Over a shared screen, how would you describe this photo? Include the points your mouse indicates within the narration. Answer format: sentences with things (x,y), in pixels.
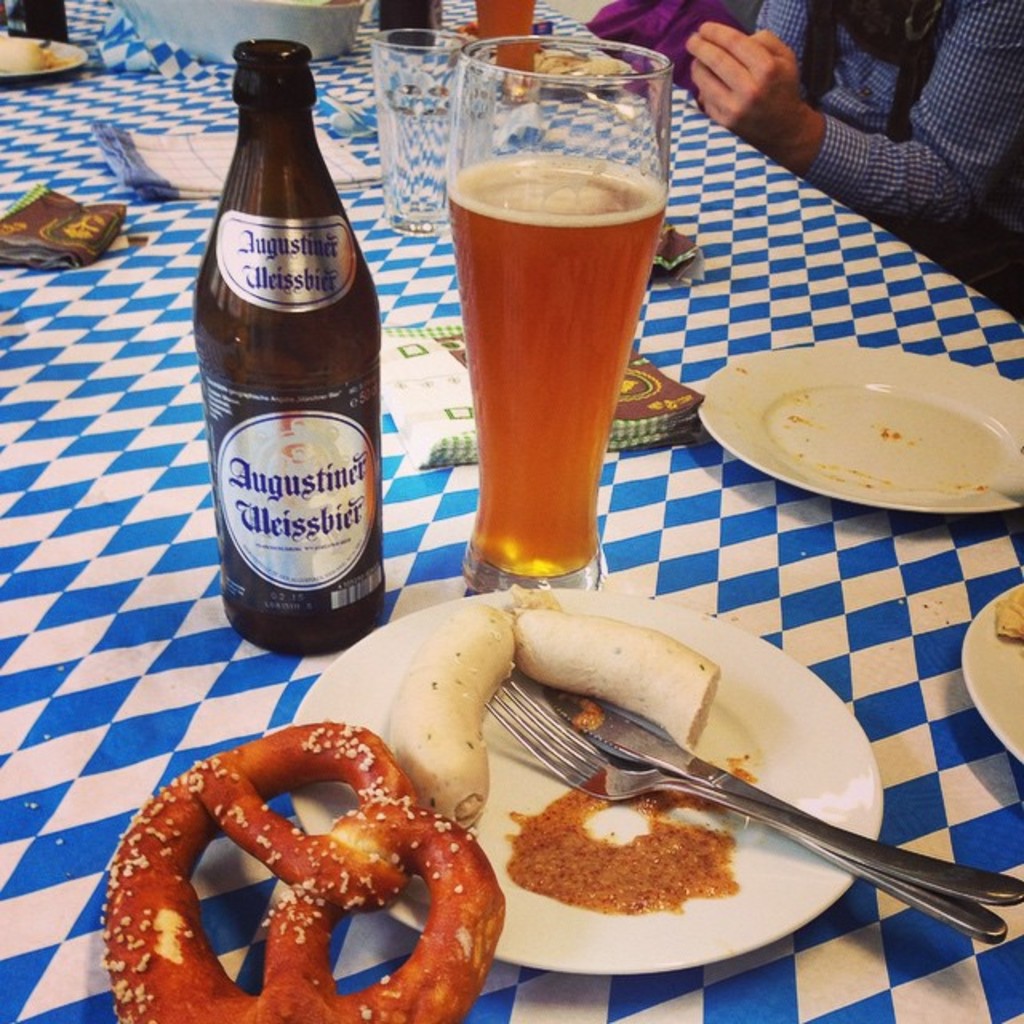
In this image there is a table (904,742) and we can see plates (818,795), spoons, knife (608,744), napkins (435,428), bottle (303,222), glasses (442,110), bowls (249,3) and some food (453,744) placed on the table (954,528). In the background (880,149) we can see people (759,67) sitting.
